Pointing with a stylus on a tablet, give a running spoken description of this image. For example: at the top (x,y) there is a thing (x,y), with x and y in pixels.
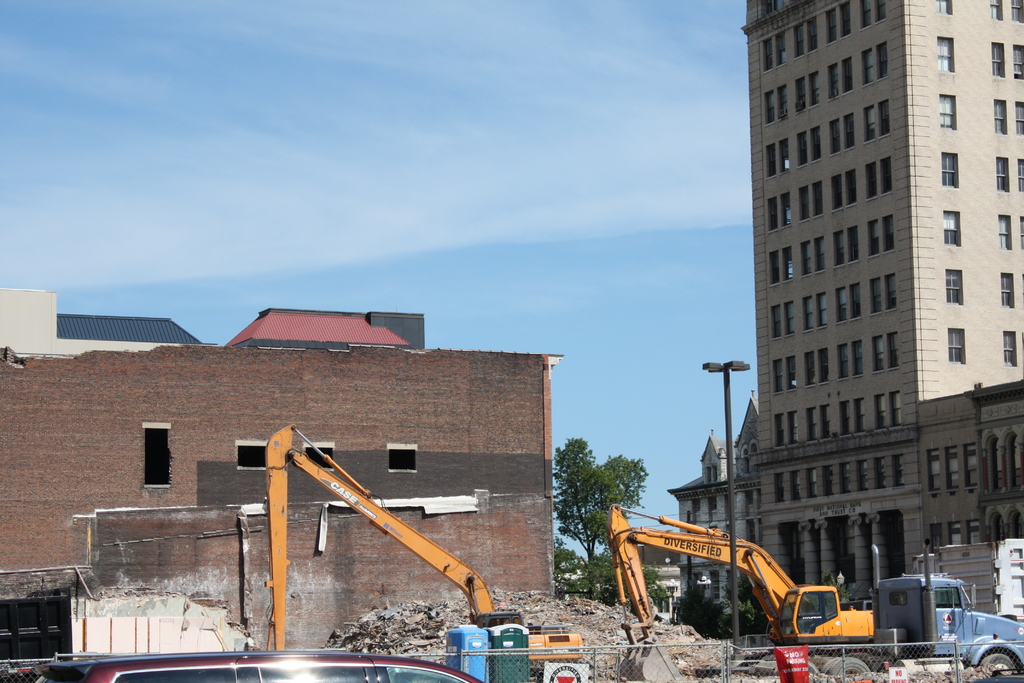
In this picture we can see a few cranes (555,643) and vehicles (426,667) on the path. There is some fencing (600,680) on the path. We can see dustbins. There are few buildings (358,466) and trees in the background (331,374).
